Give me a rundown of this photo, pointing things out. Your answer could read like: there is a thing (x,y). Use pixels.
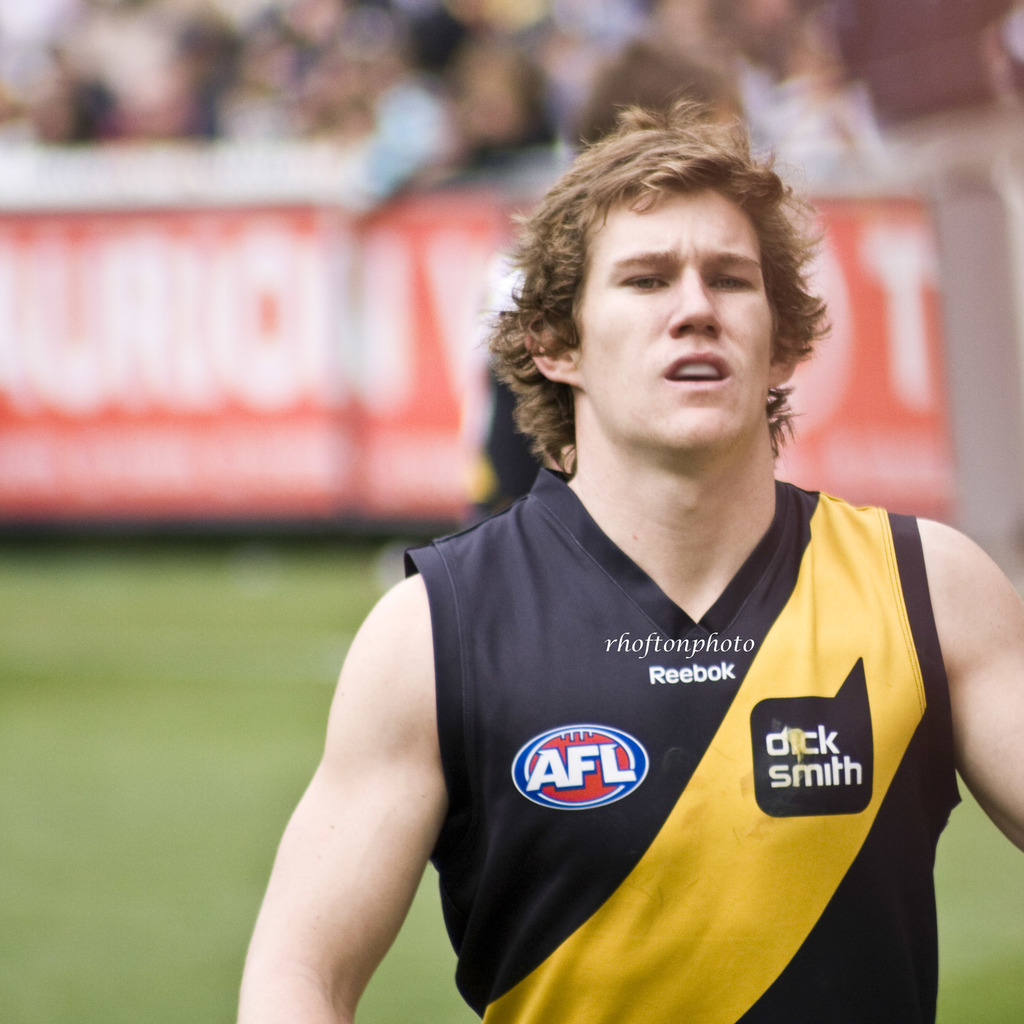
In this image I can see a person (696,719) wearing black and yellow colored dress (639,725) is standing and in the background (224,479) I can see a board (204,394) which is red in color, some grass (149,667) and few persons (447,115) which are blurry.
